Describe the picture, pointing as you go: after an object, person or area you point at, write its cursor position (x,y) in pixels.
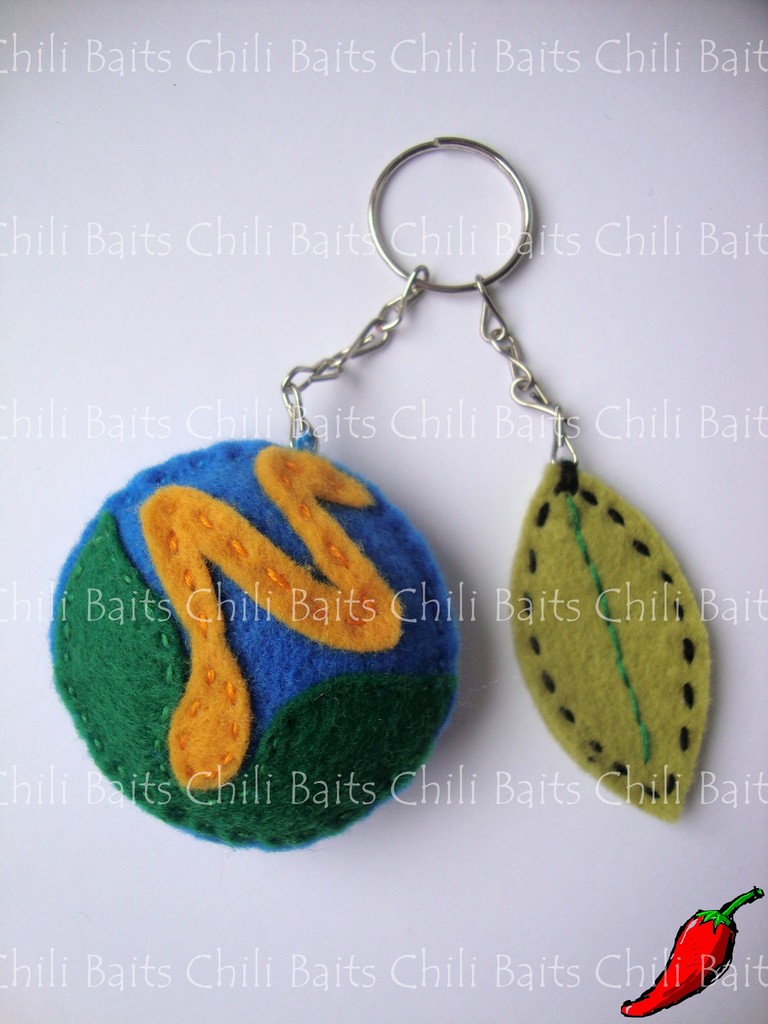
In the center of the image (360,486), we can see a keychain (302,681) and there is some text (643,970) and we can see a logo (708,920).
